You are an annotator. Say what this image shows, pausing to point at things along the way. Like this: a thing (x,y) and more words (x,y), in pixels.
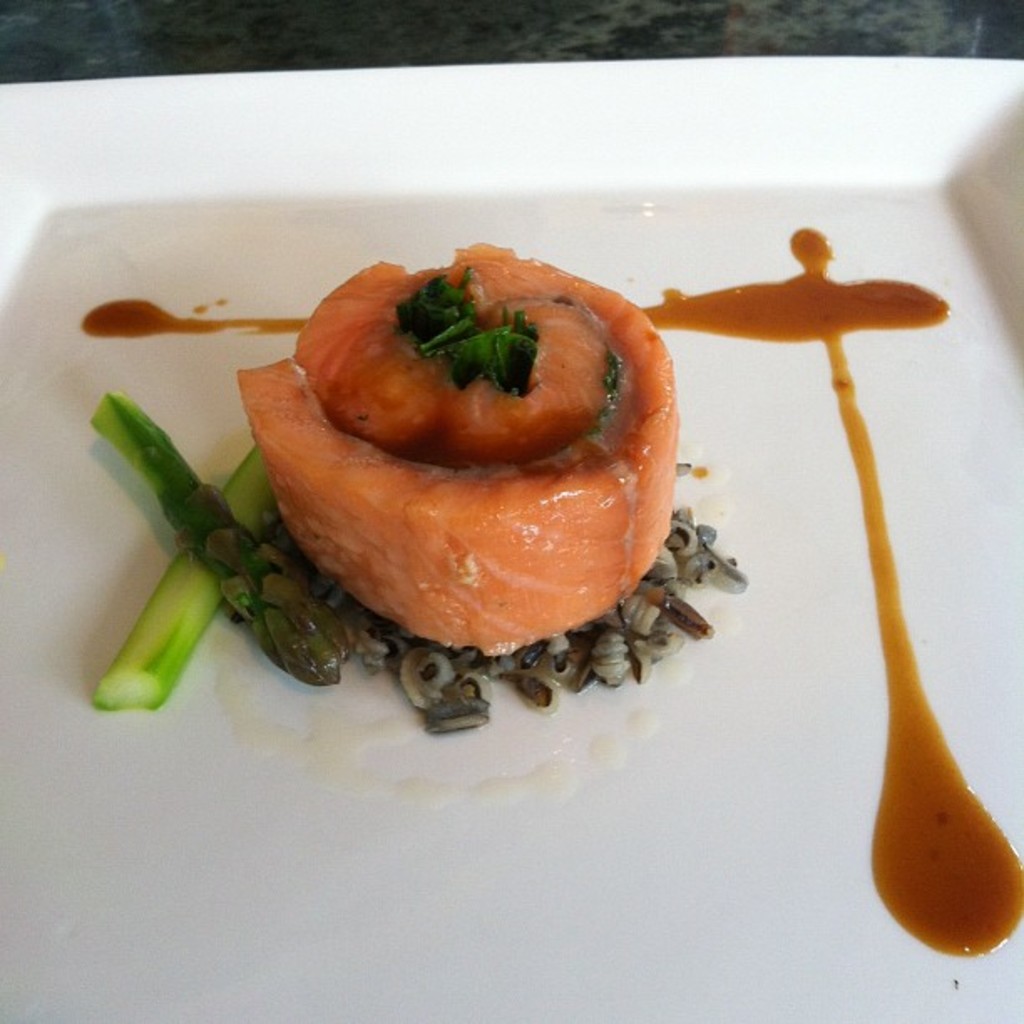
In the center of this picture (350,551) we can see a white color plate (226,219) containing some food items (431,540). In the background (900,38) we can see some other object (68,26).
